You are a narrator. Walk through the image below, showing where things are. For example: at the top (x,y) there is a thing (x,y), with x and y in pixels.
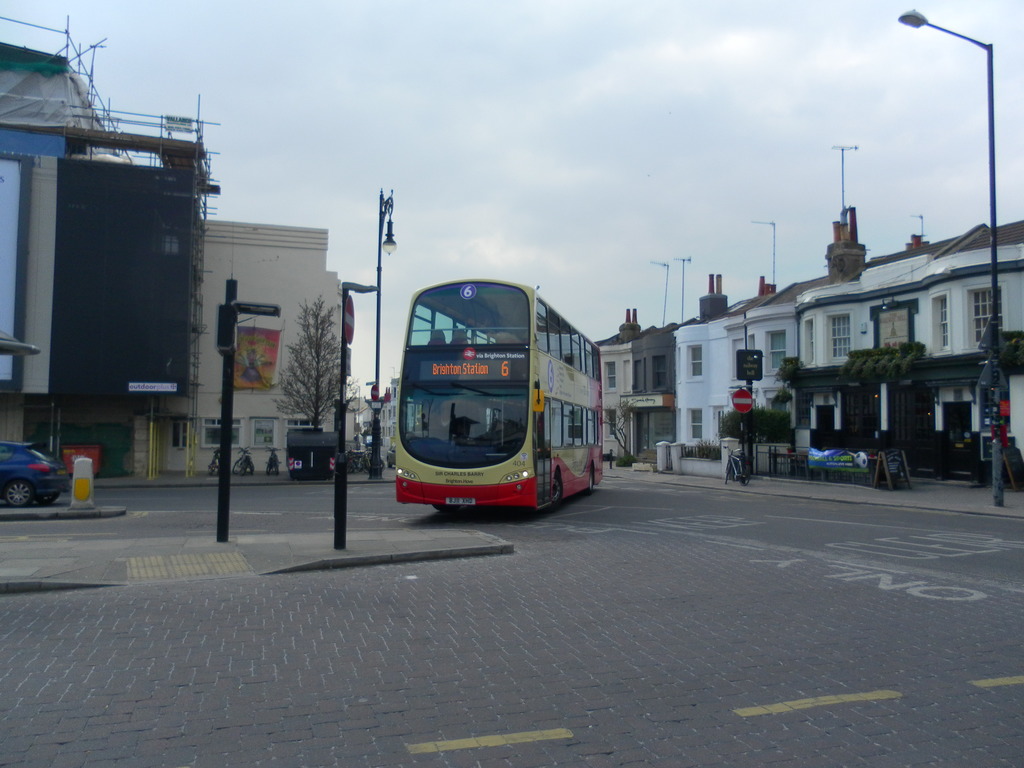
In this image there are three vehicles (464,359) and bicycles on the road (450,524), few buildings (338,433), sign boards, street lights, poles (226,494) and some clouds (471,182) in the sky (519,168).
